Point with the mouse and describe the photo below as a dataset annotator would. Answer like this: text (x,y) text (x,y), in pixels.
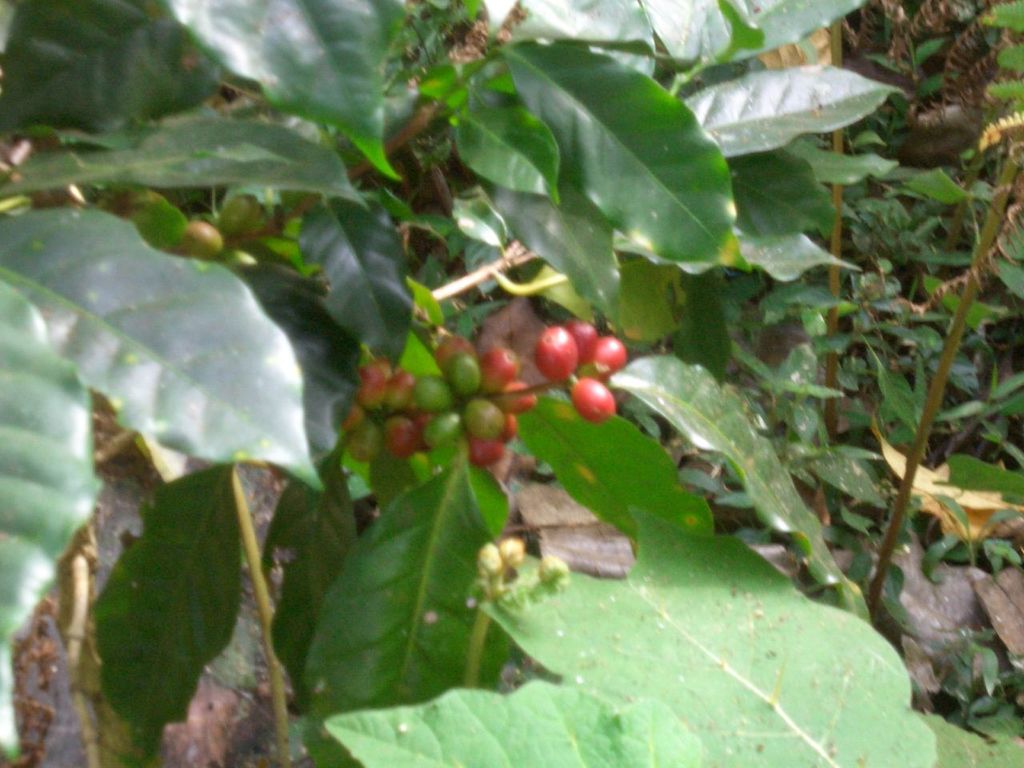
On the left side (76,240), there is a plant (316,292) having fruits (443,393) and green color leaves (355,284). On the right side (1005,752), there are green color leaves (830,696) of the plants (895,314). In the background (781,404), there are other plants (886,193).
